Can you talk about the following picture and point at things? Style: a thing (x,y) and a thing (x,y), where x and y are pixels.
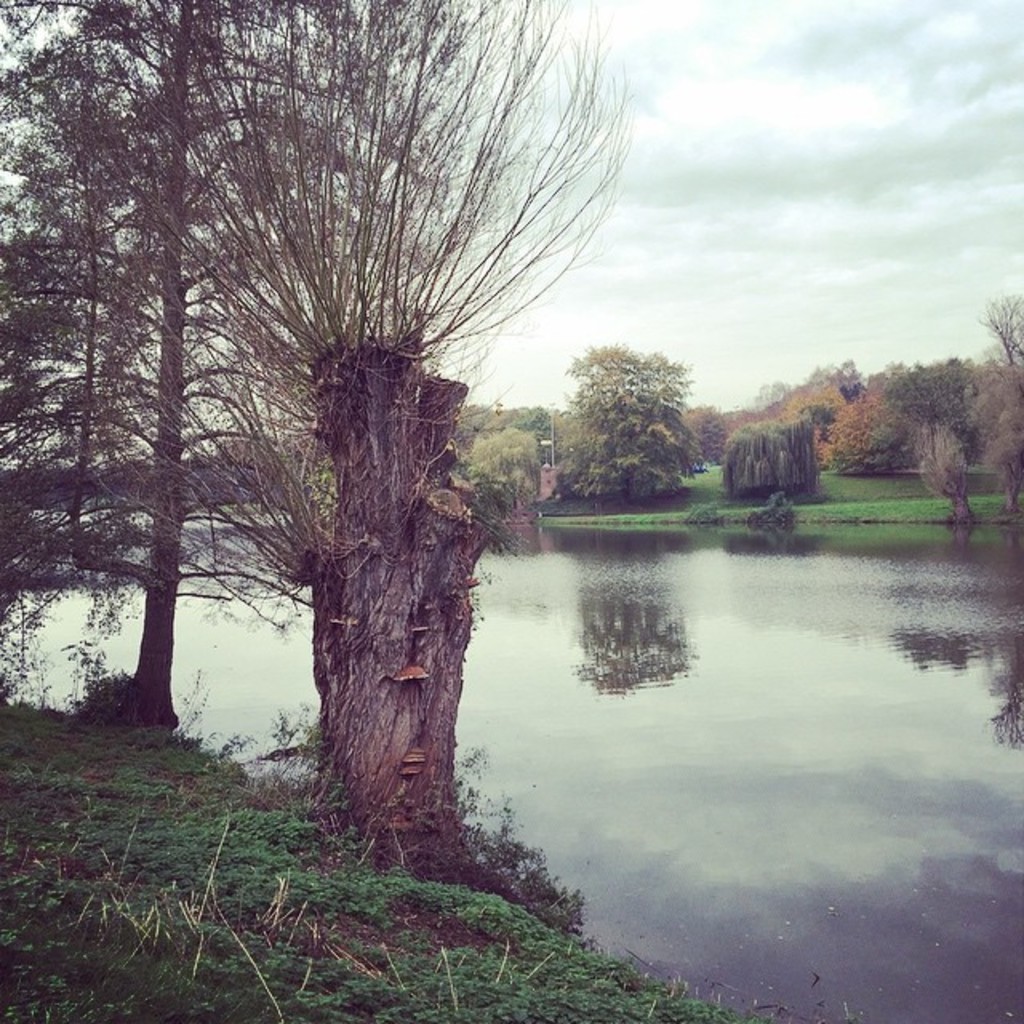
This image is taken outdoors. At the top of the image (736,90) there is the sky (743,225) with clouds (757,283). At the bottom of the image (310,975) there is a ground (310,975) with grass (135,797) on it. On the right side of the image (735,661) there is a river (609,681) with water (671,911). In the background (969,432) there are many trees (966,434) and plants (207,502) on the ground (220,784).
